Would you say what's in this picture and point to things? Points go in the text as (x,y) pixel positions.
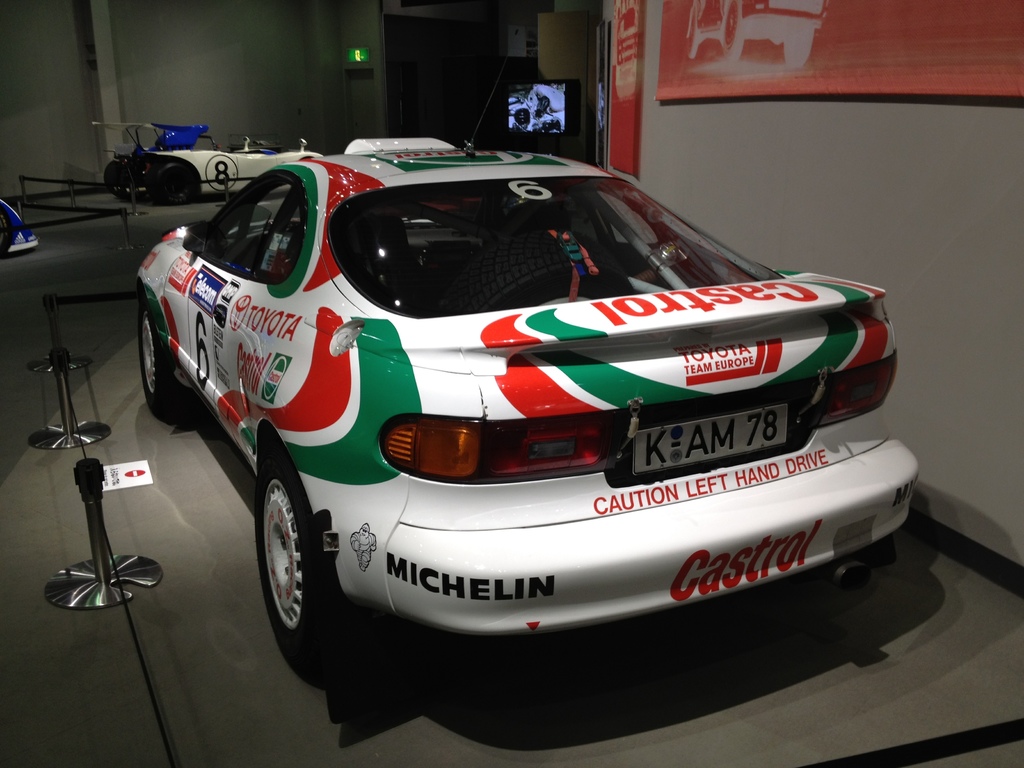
In this picture we can see cars (305,228) and poster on the floor (110,389) and we can see stands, tape (95,301) and boards (788,18) on the wall (667,186). In the background of the image (568,119) we can see screen (535,95).
